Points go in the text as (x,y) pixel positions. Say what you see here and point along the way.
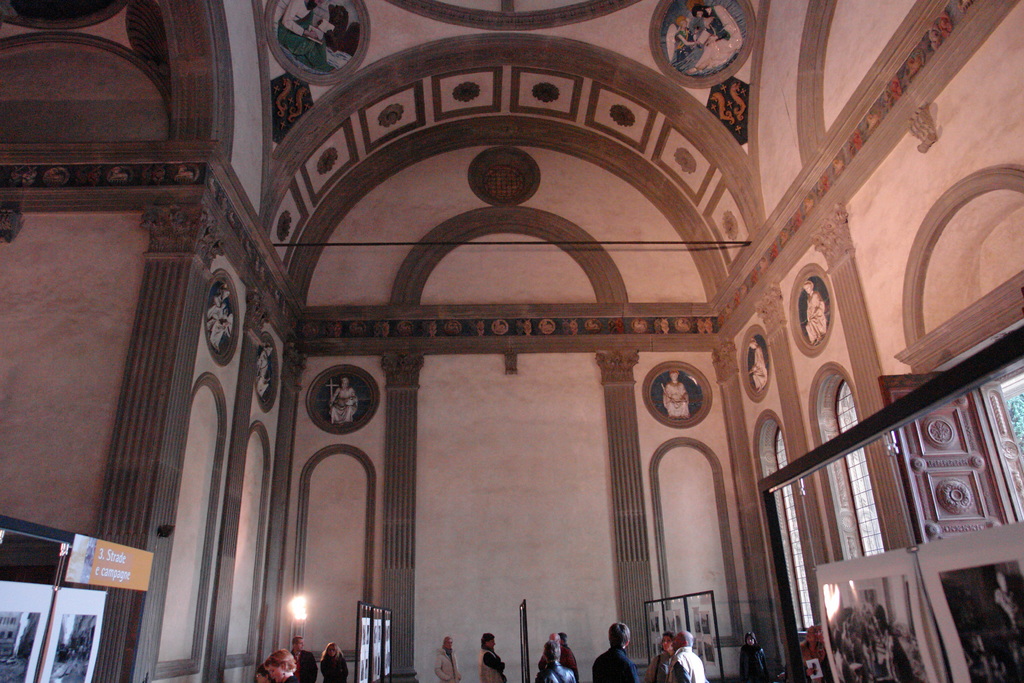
In this image, I can see the inside view of a building (760,394). There are sculptures (762,354) on the wall (770,381). At the bottom of the image (300,653), there are groups of people (540,659), boards (383,653) and light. On the right side of the image (953,501), I can see a wooden door (928,473).
